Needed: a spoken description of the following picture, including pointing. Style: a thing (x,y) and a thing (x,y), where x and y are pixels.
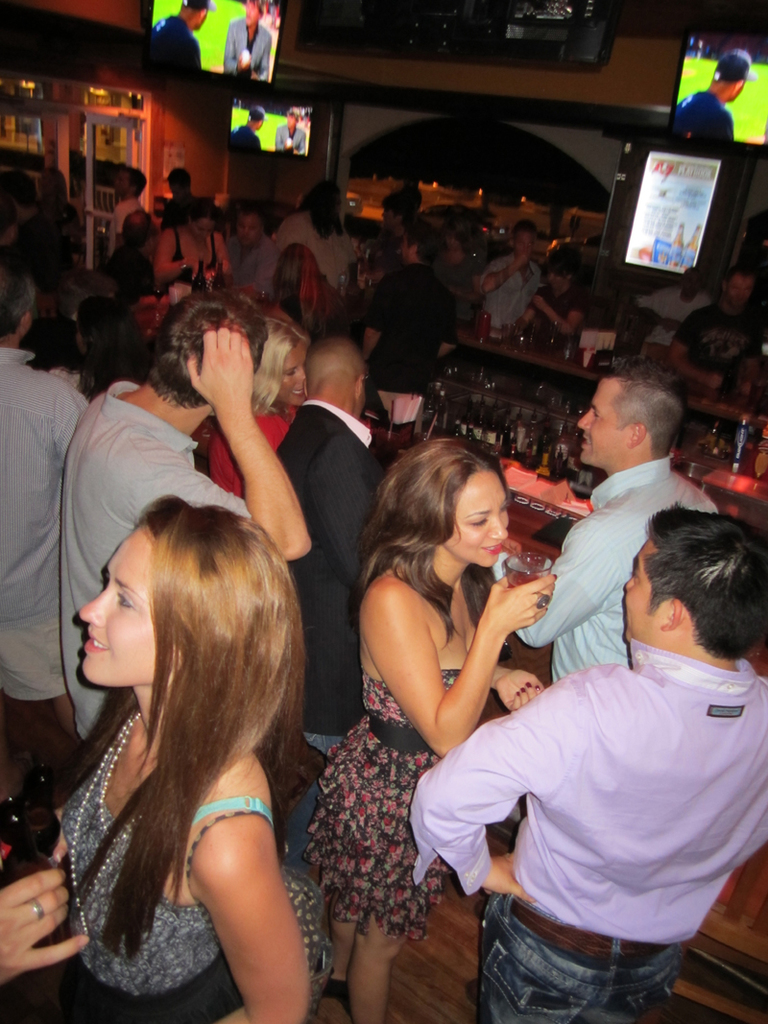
In this image on the right (656,693) there is a man (660,757), he wears a shirt (643,789), trouser (543,1007), in front of him there is a woman (432,670), she wears a dress (423,759), she is holding a glass (521,576). On the left (166,721) there is a woman (140,851), she wears a dress (107,914), her hair (171,747) is long and there is a man (108,501), he wears a shirt (108,501). In the middle (349,440) there are many people (677,419), tvs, screens (671,167), posters (674,198), drinks (481,428), tissues (532,494), wall (505,91).
